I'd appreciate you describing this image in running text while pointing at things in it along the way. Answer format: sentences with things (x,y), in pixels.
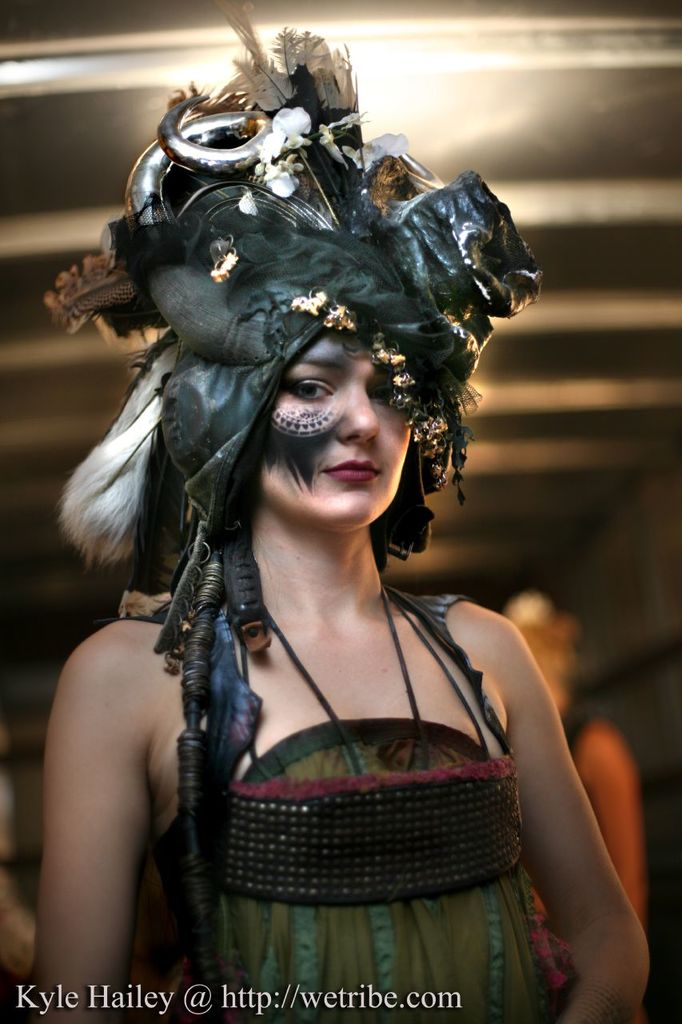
In the center of the image (265,635) we can see a lady (353,505) is standing and wearing costume (285,754). On the right side of the image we can see a person (630,764) is standing. At the bottom of the image (231,1009) we can see the text (318,1003). In the background of the image (404,129) we can see the roof (451,75) and light (454,66).
